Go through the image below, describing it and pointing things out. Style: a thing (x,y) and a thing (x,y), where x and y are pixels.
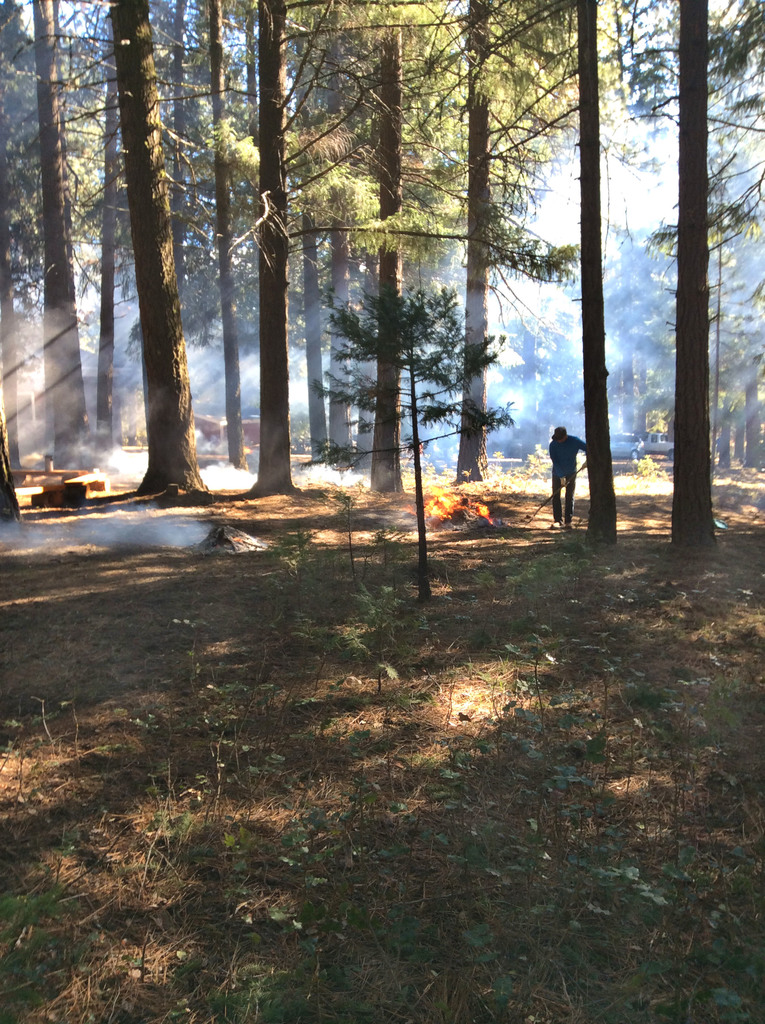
In this image I can see a person (561,435) standing and holding some object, background (5,70) I can see trees (316,24) in green color and the sky (559,191) is in white color.
